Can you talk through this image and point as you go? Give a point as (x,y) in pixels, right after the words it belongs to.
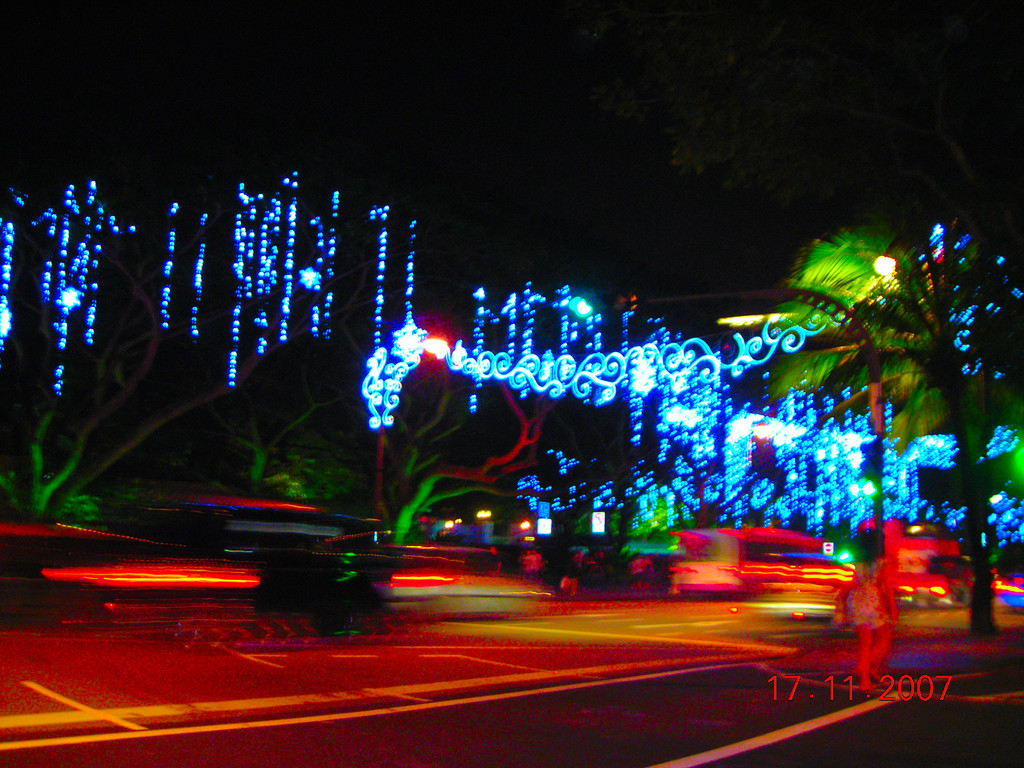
This picture is slightly blurred, which is taken in the dark. Here we can see a person (864,629) is walking on the road (739,644), we can see lights (1009,508) and trees (888,301). Here we can see the watermark (884,678) on the bottom right side of the image (830,673).
